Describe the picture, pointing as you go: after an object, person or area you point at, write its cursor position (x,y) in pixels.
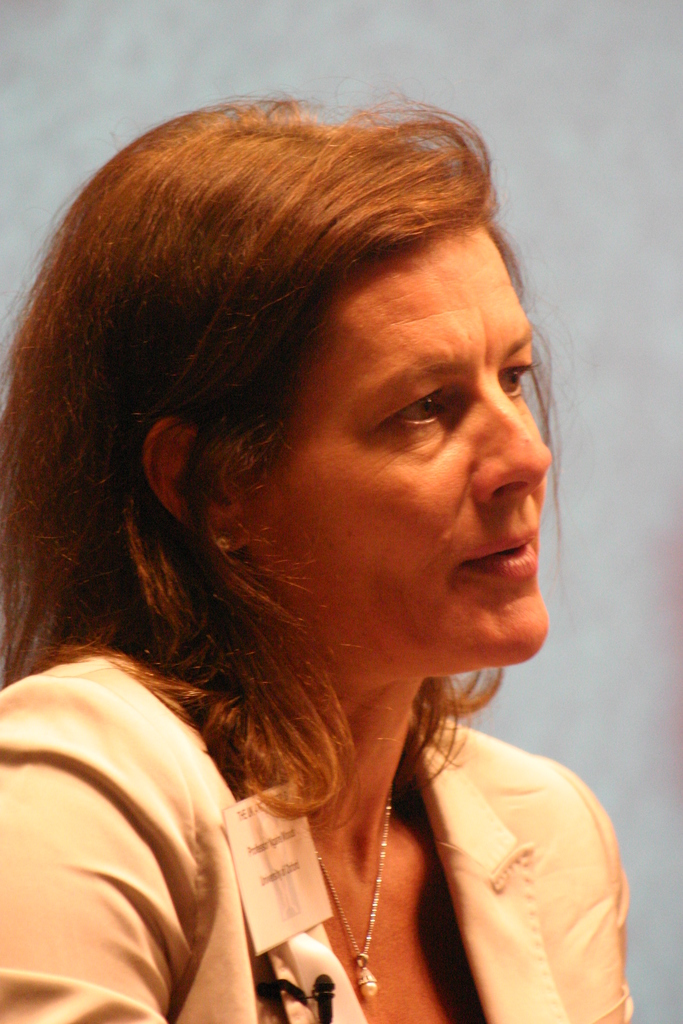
This woman (477,738) is looking right side of the image (541,395). Background (668,397) it is blur.
